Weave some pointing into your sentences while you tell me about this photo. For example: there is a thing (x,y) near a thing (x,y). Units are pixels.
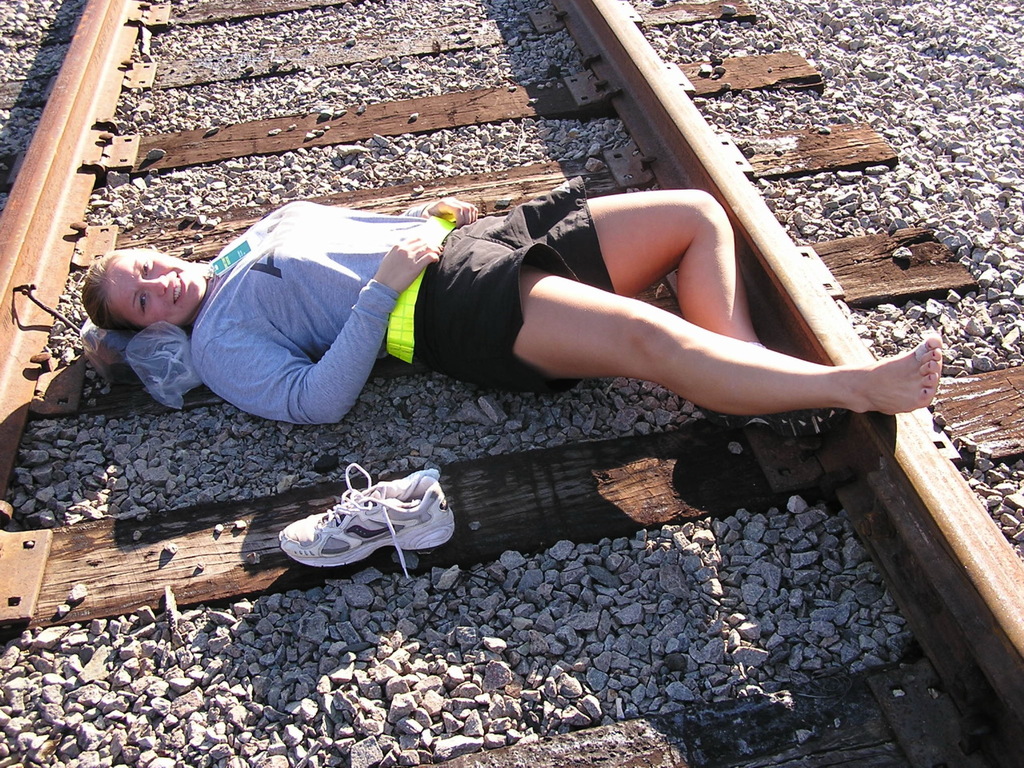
In this image we can see a woman (731,369) lying on the track (369,380). There is a shoe (420,534) beside her. We can also see some stones (606,546).
